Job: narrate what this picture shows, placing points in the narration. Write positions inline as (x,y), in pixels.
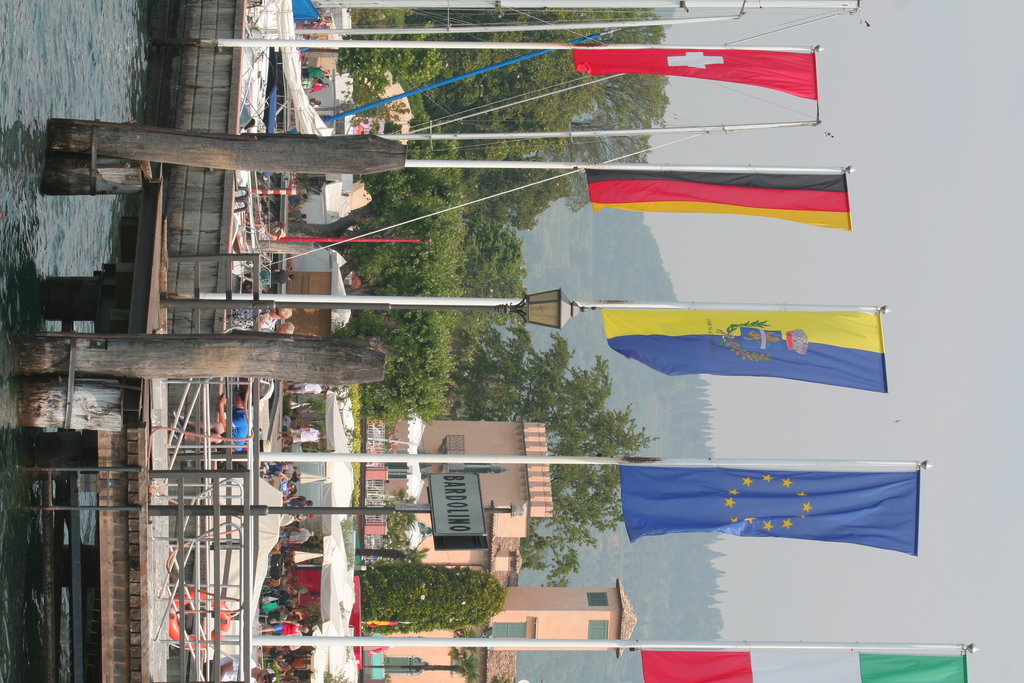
As we can see in the image there is water (71,66), flags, few people (269,598) here and there, trees (447,584), buildings (485,479) and street lamp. On the right side (968,74) there is sky (924,264).
